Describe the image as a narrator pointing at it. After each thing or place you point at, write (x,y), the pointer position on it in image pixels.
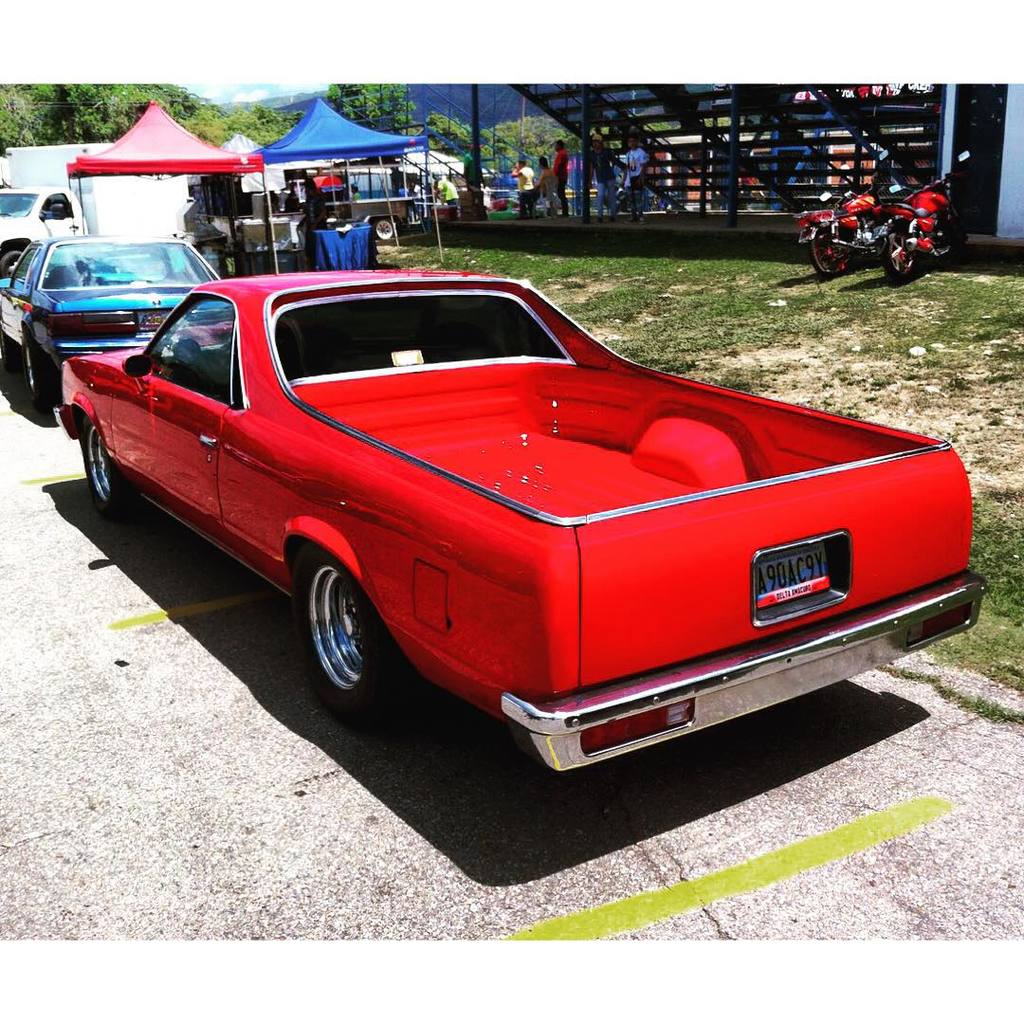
In this picture I can see couple of mini trucks (281,557) and a truck (13,212) and a car (89,257) parked and I can see couple of motorcycles (842,244) and couple of tents (396,151) and I can see few people (632,179) are standing and I can see trees (242,118) and grass (840,331) on the ground (687,335).
